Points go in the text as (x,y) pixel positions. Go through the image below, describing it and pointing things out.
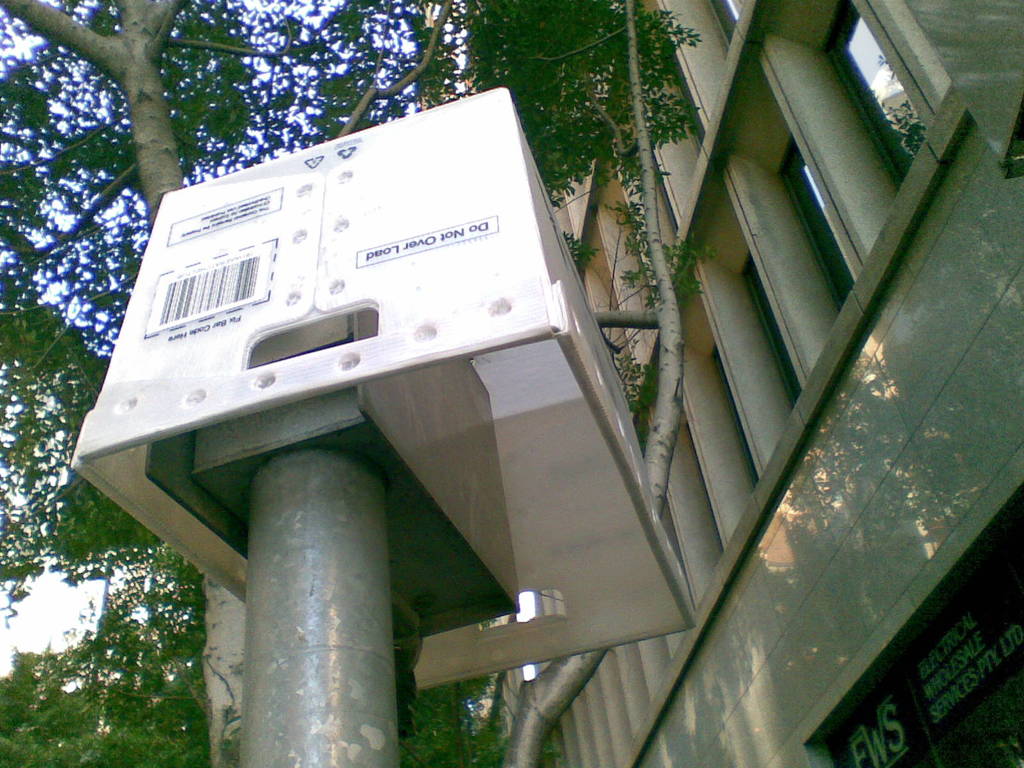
There is a pole (270,576) with a white color board (223,237). On that something is written. In the back (67,266) there are trees (167,185). On the right side (719,508) there is a building (727,322) with windows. Also there is a board (892,699) with something written on that.
